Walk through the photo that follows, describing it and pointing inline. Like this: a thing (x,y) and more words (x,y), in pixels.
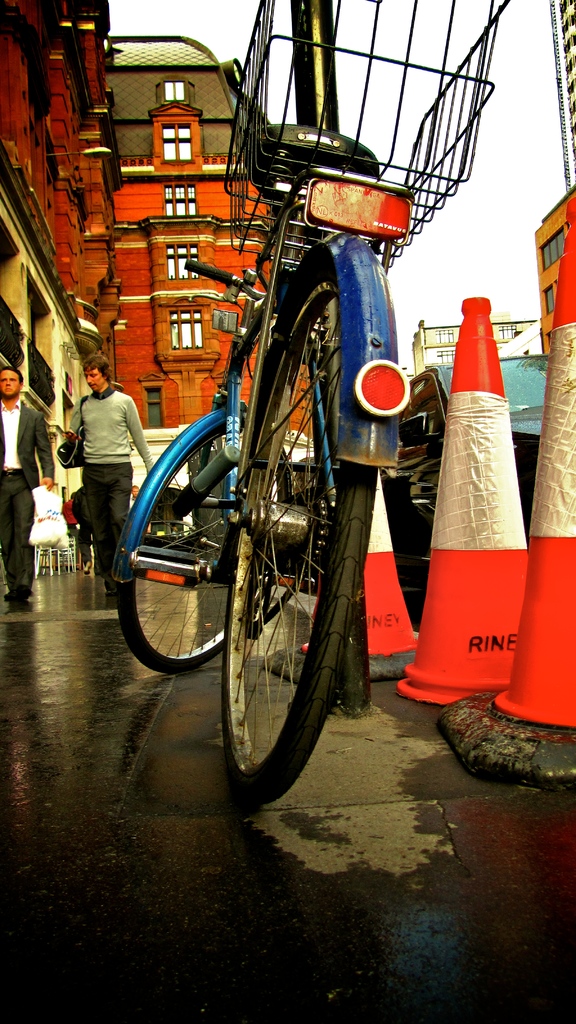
In the center of the image (317,514) we can see a bicycle (129,536). On the right side of the image (436,560) we can see divider cones (539,554). On the left side of the image (90,473) we can see some persons (31,501), chairs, buildings (120,256), windows (191,248). At the top of the image (351,24) we can see the sky (369,90). At the bottom of the image (316,892) there is a floor (344,917).
